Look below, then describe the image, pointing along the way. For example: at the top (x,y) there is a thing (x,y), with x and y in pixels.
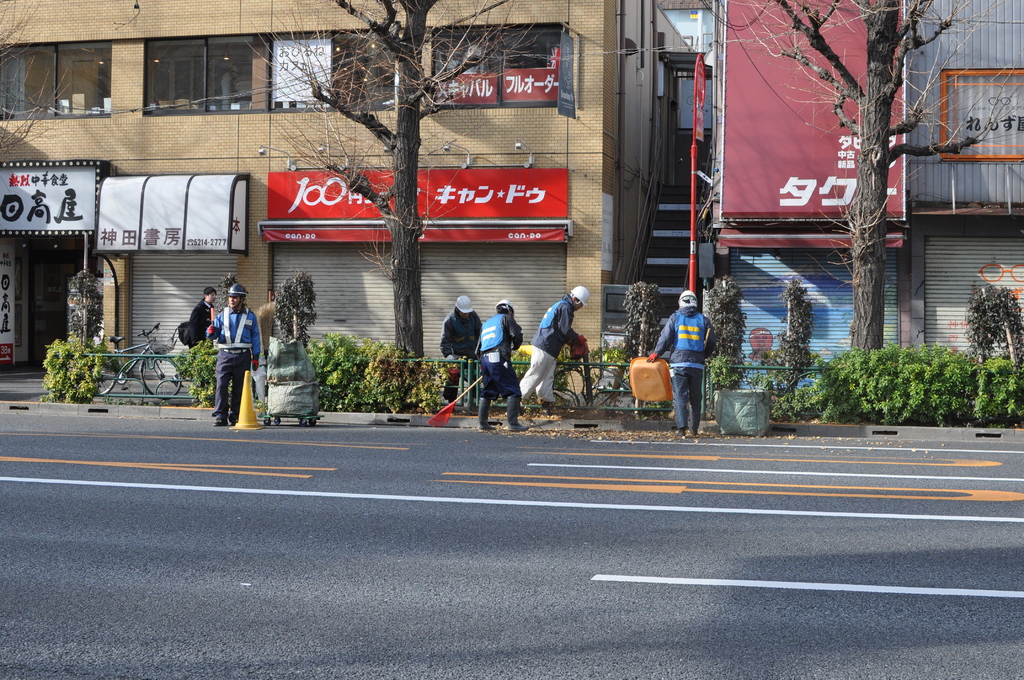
In this image there are some persons (227,338) standing as we can see in middle of this image (507,371) and there are some plants (400,365) behind to these persons (257,337) and there are some trees (394,195) as we can see at top of this image (381,149) and there are some buildings (151,162) in the background (419,181) and there is a road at bottom of this image (418,553).
